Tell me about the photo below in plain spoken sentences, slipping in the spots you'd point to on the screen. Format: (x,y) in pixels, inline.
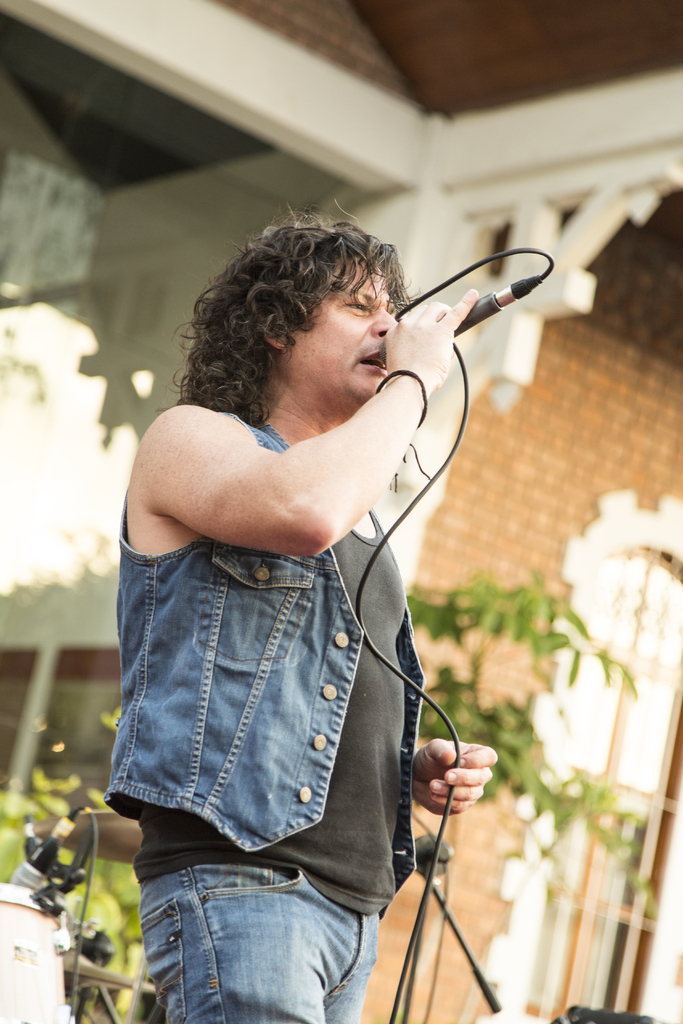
A man (290,476) is singing with a mic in his hand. He wears a denim jacket (280,634), black vest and denim pant (215,913). There are some mics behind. There are some plants (126,889) and house like structure (481,220) in the background (124,454).
